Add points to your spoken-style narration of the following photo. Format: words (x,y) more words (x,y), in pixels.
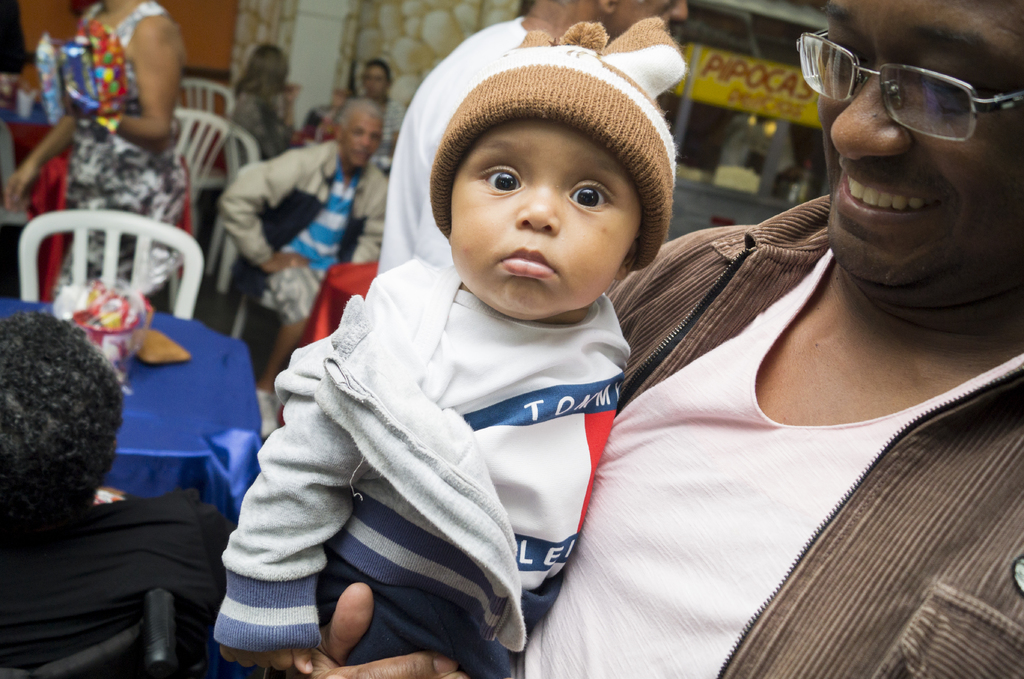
At the right side of the image (879,296) there is a man (871,372) with brown jacket (867,544) is standing and holding the baby (453,420) who is wearing the grey jacket (383,412) and white t-shirt (528,445). Behind them there are many tables (212,400) and chairs (119,224) with few people (291,245) are sitting on it. Also there is a person (162,114) standing and holding few packets (89,105) in the person hands (89,114).
